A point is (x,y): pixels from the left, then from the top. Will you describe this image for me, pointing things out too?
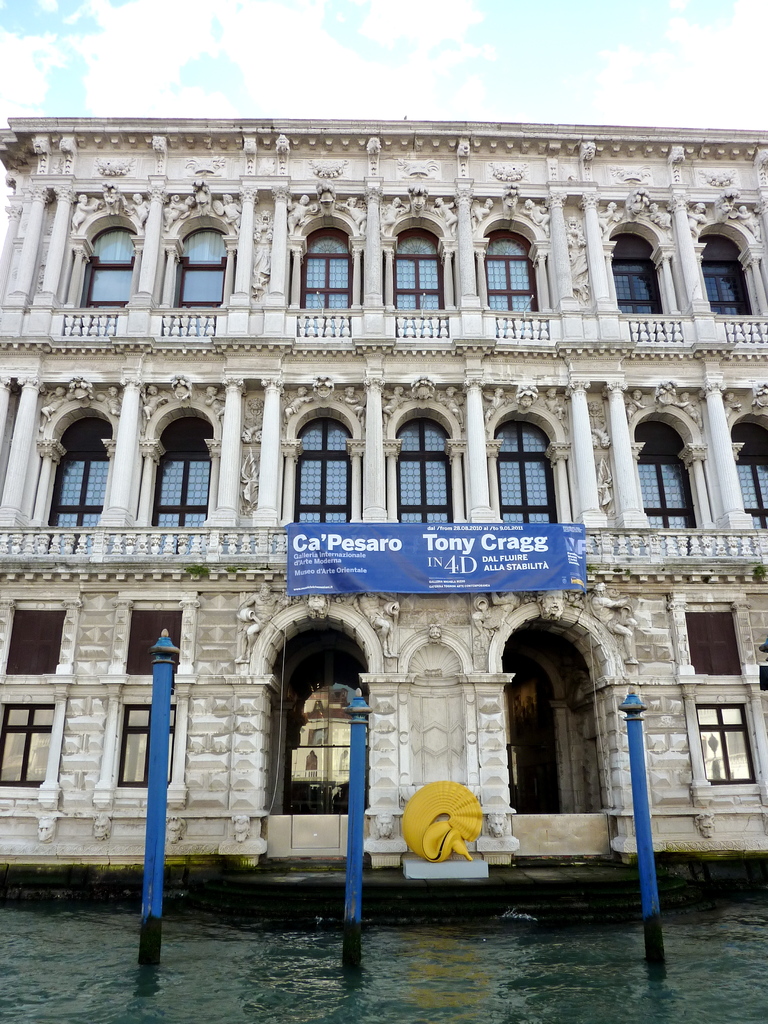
Here in this picture we can see a building (737,232) present over there and we can see windows (158,482) present on the building (661,371) and in the middle (494,532) we can see a banner (524,532) present on the building (461,626) and in the front (161,635) we can see poles (644,930) present in the water (31,927) over there and we can see clouds (152,63) in the sky (193,72).
